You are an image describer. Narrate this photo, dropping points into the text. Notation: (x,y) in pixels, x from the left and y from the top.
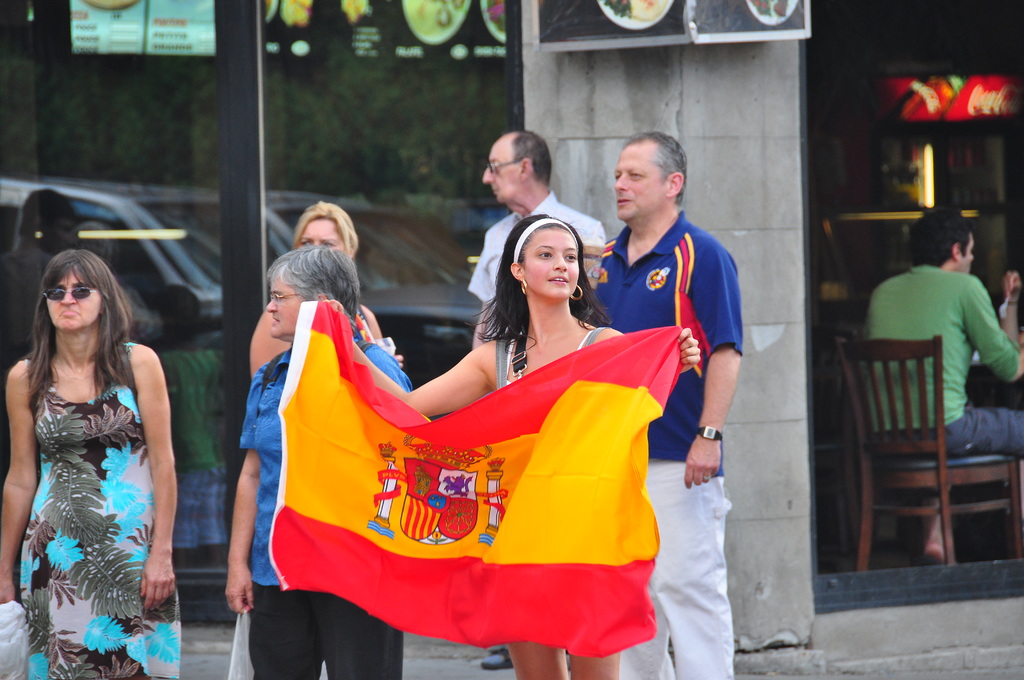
In this image I can see few people (677,188) are standing where a woman (604,331) is holding a flag (282,522). In the background (986,342) I can see a person (983,432) is sitting on a chair (868,472) and here I can see few vehicles (156,257).
